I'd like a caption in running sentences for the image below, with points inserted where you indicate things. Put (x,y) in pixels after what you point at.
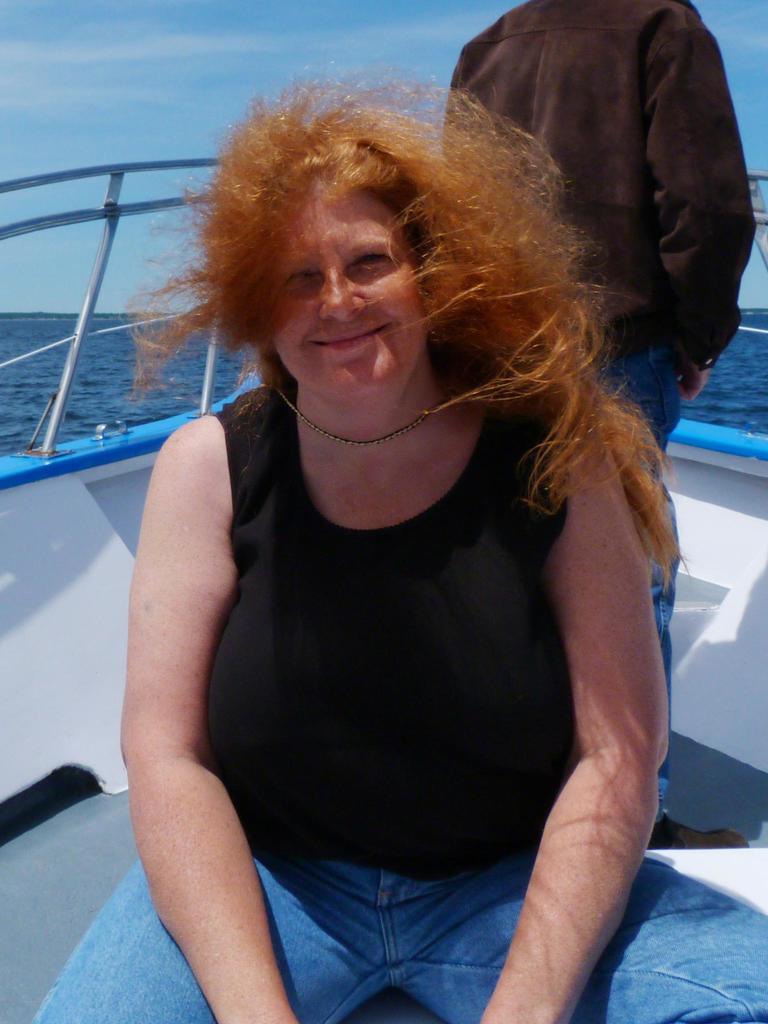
In this image we can see a woman (361,364) is smiling. She is wearing black top (288,695) with jeans (281,879) and sitting in a boat (67,663). Behind one person (665,376) is standing. Background of the image (92,376) ocean (125,364) is there. The sky (164,65) is in blue color.
